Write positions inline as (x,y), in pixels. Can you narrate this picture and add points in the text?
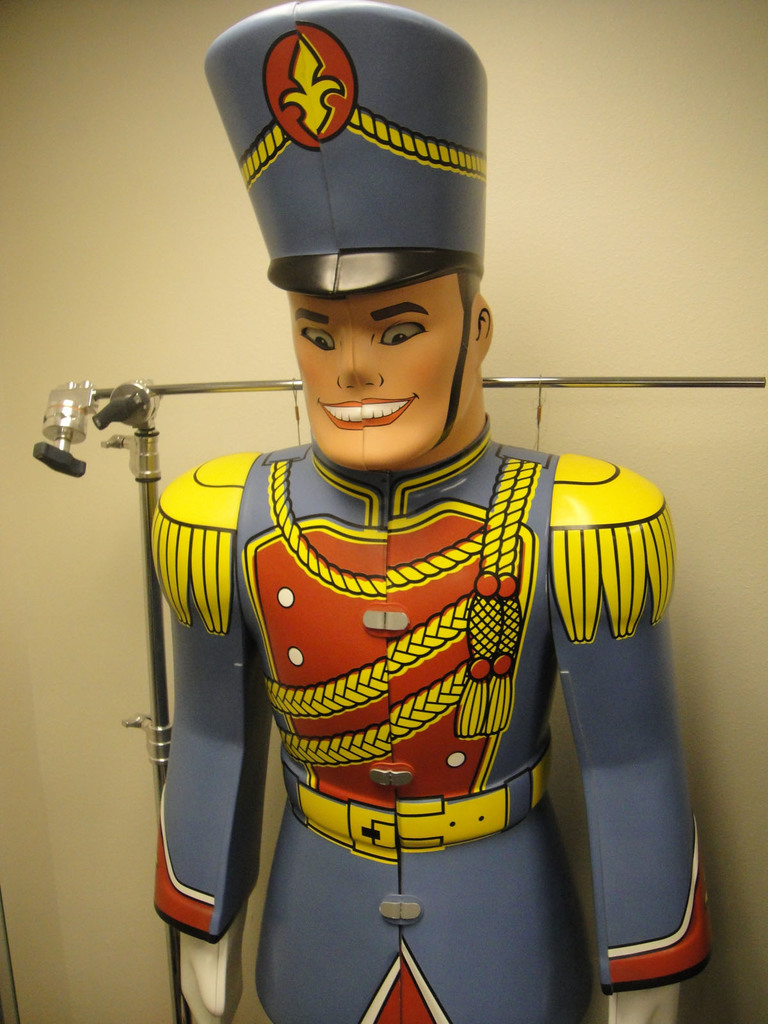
In this image I can see a toy person (450,750) standing and the person (468,964) is wearing gray, yellow and red color dress (397,781), background (578,379) I can see a rod (568,385) and the wall (231,309) is in cream color.
